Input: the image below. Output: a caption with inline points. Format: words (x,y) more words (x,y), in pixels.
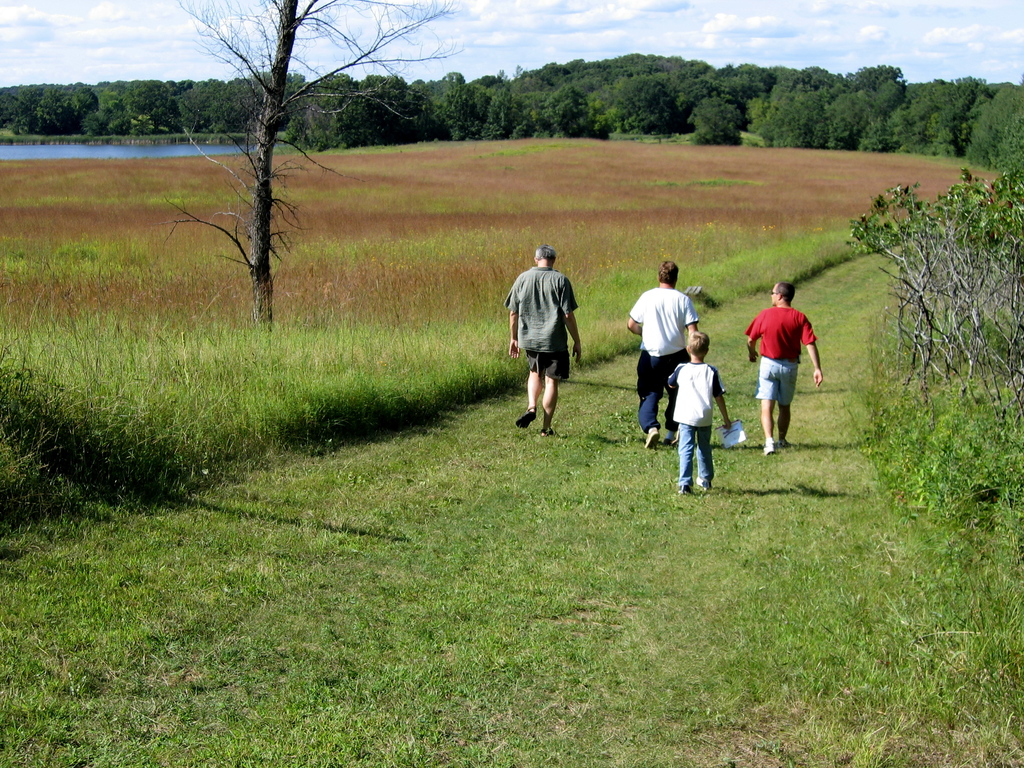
In this image we can see some persons (698,353), trees (255,308), plants (977,313), grass (612,324) and other objects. In the background of the image (573,96) there are trees (389,111), water (32,147) and ground (35,167). At the top of the image (20,60) there is the sky (89,13). At the bottom of the image (698,645) there is the grass (570,664).
